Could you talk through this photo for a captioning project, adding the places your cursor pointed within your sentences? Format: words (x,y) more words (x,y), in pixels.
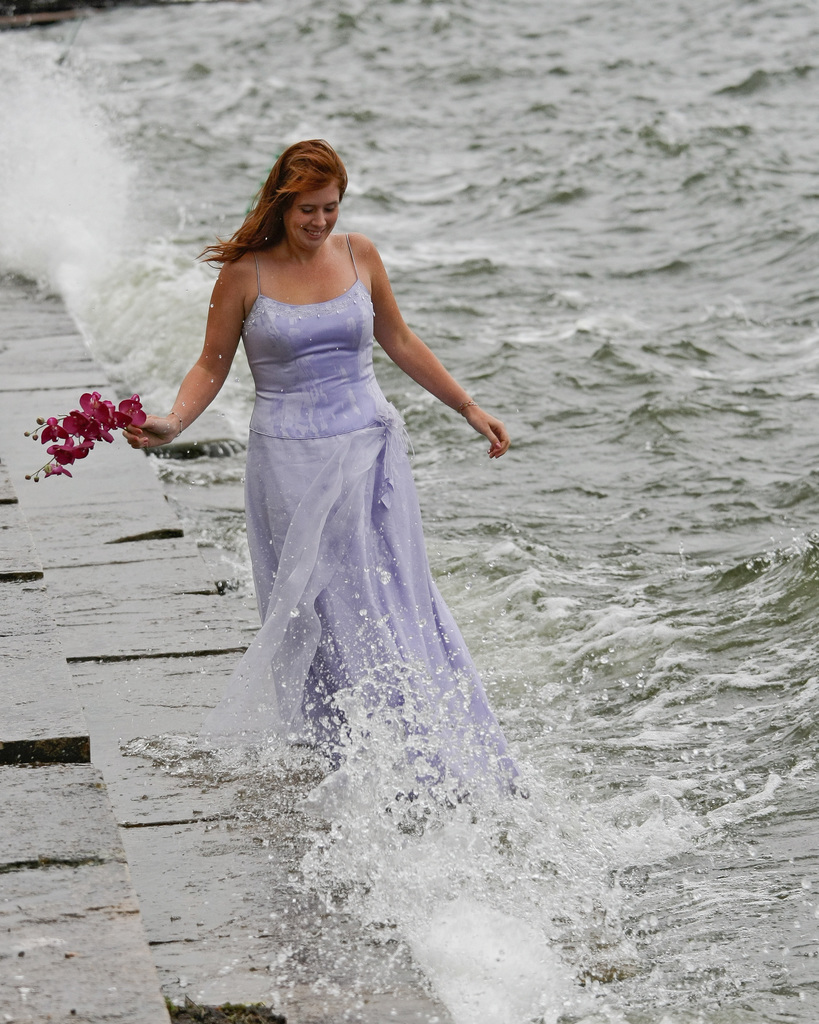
In this image I can see a woman (377,329) is standing in the centre (393,357) and I can see she is holding few flowers (35,477). I can also see she is wearing blue colour dress (258,467) and on the right side of this image (756,448) I can see water (567,78).
